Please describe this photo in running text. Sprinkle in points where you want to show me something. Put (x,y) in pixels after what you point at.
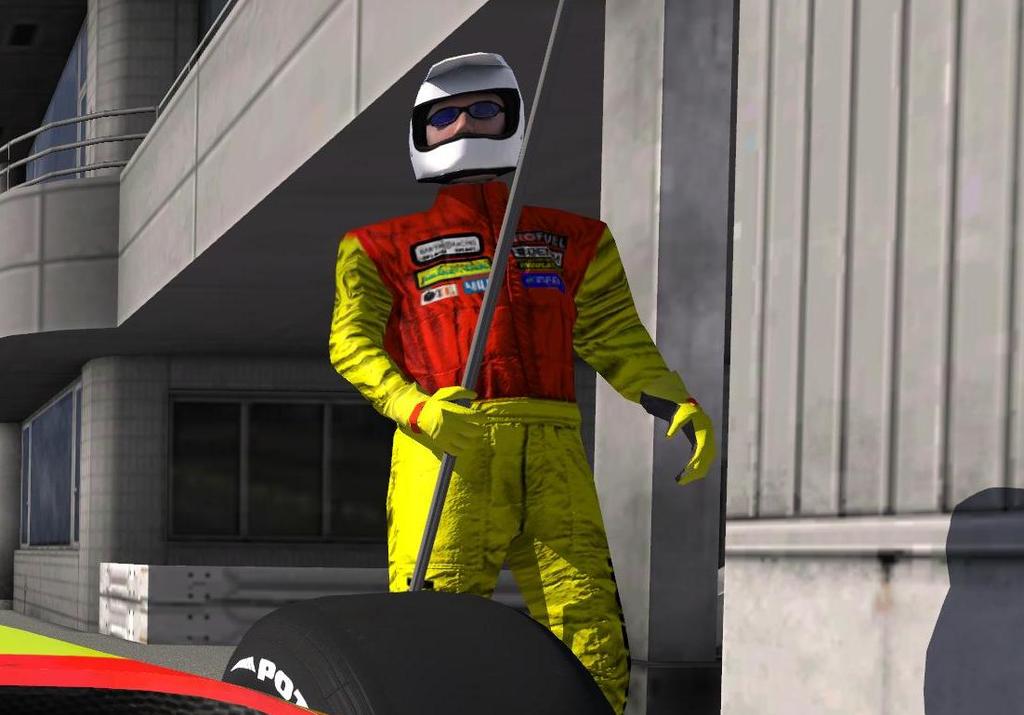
This is an animation and here we can see a person (578,290) wearing a helmet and holding a stick (469,367). In the background (137,97), there is a building (178,147) and we can see railings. At the bottom (336,662), there is a vehicle (349,650) on the road (125,646).
